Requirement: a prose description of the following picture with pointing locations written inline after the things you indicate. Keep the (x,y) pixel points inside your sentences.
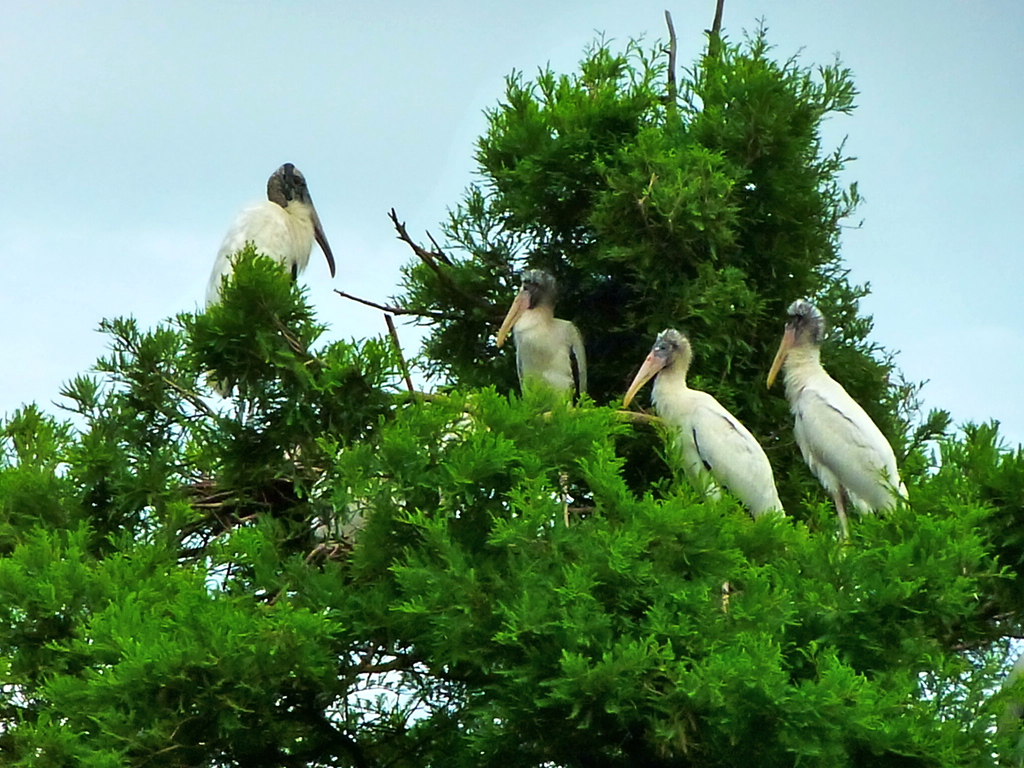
In this image I can see a tree (353,349) in the front (633,319) and on it I can see four white colour birds (545,308). I can also see the sky (951,255) in the background (434,150).
